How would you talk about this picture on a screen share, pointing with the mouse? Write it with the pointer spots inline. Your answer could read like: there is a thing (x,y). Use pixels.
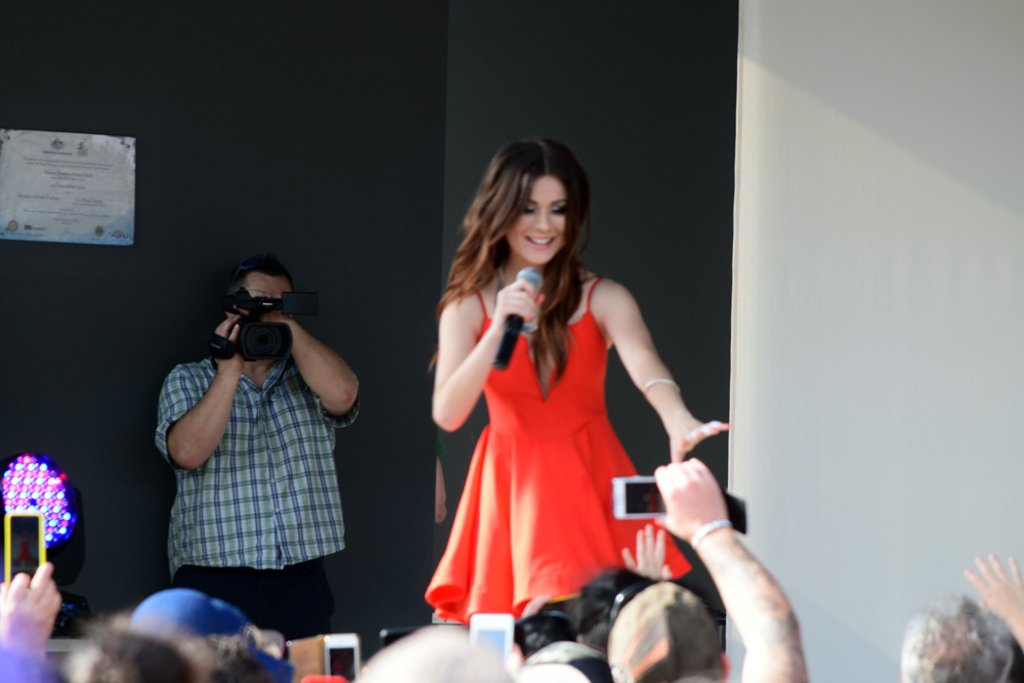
A woman (502,461) is speaking with a mic (499,353) in her hand (519,304) and the people (210,626) are taking pictures of her.
